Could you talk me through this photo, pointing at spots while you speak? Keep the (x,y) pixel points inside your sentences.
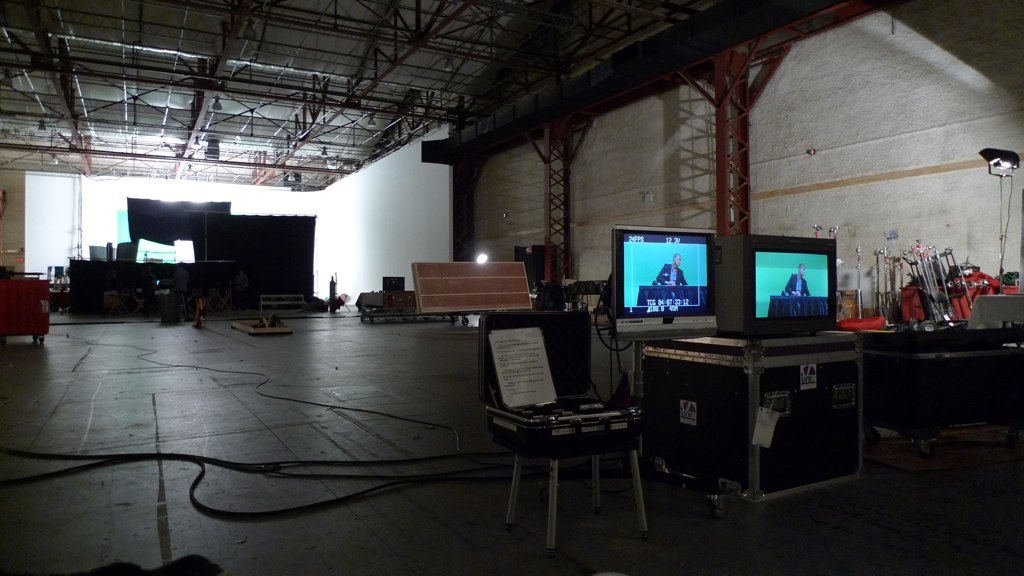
In the image we can see the screen (660,273), stool (634,456), cable wires (245,469), light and other things (260,280). This is a wall (751,142) and a floor (420,342).
